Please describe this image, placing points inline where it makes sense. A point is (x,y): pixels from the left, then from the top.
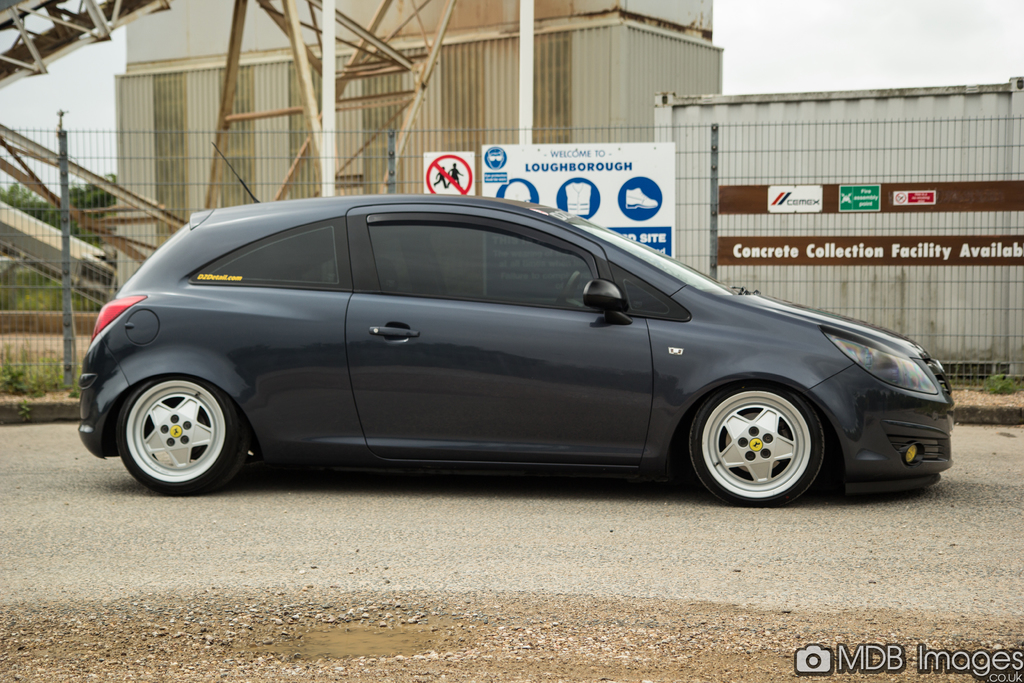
This image consists of a car (463,347) in black color. At the bottom (396,588), there is a road (392,575). In the background (198,108), there are buildings (184,115) along with a fencing (408,139). At the top (71,86), there is sky (1016,3).
